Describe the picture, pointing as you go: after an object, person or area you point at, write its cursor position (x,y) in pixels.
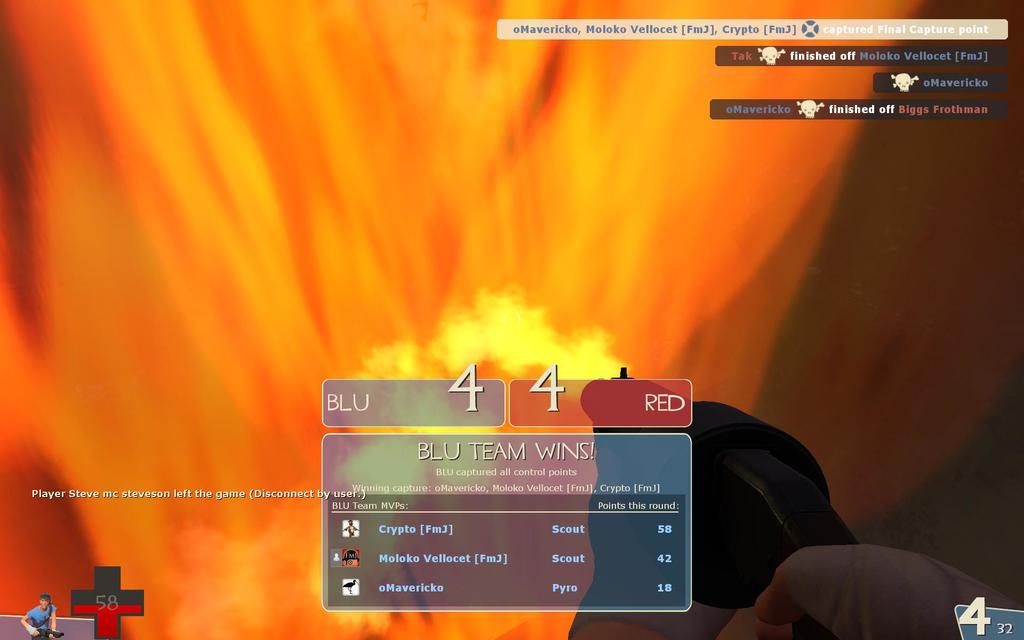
This picture is an animated picture. On the right side of the image (834,562) there is a person (908,564) holding the gun (709,461). In the bottom left (32,630) there is a person (36,616) holding the gun (48,628). There is a text (666,397) in the middle of the image (624,397). In the top right (898,36) there is a text (796,46). At the back (490,39) there's a fire (595,181).
